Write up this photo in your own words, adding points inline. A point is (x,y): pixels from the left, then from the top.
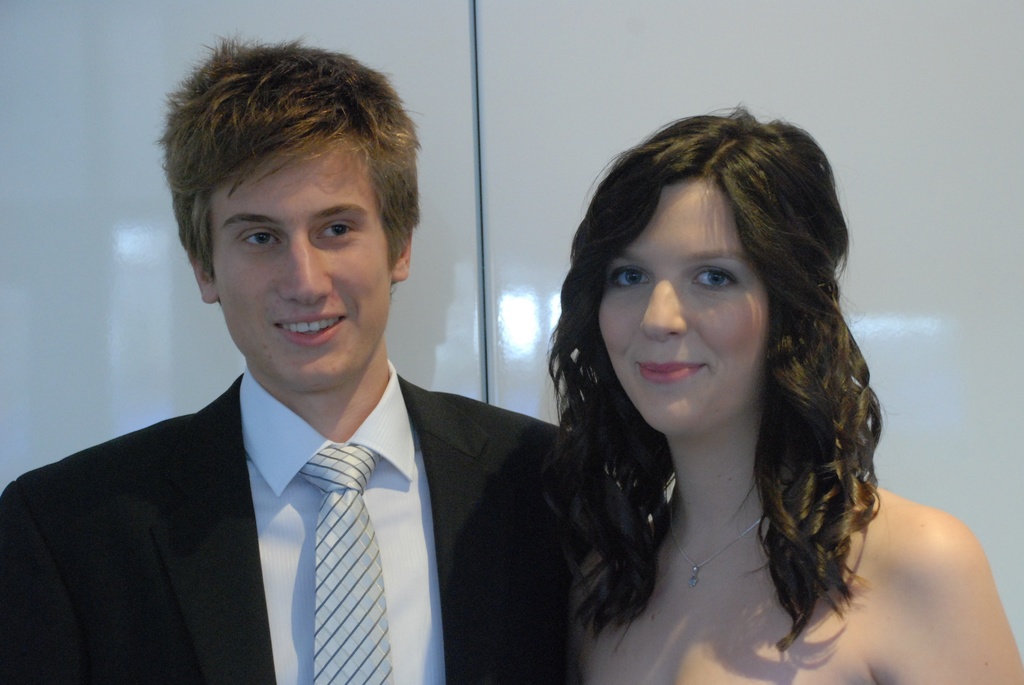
In this picture, we can see a boy (259,175) and a girl (669,457), and we can see white color background (471,145) and some reflections (513,308) on it.
